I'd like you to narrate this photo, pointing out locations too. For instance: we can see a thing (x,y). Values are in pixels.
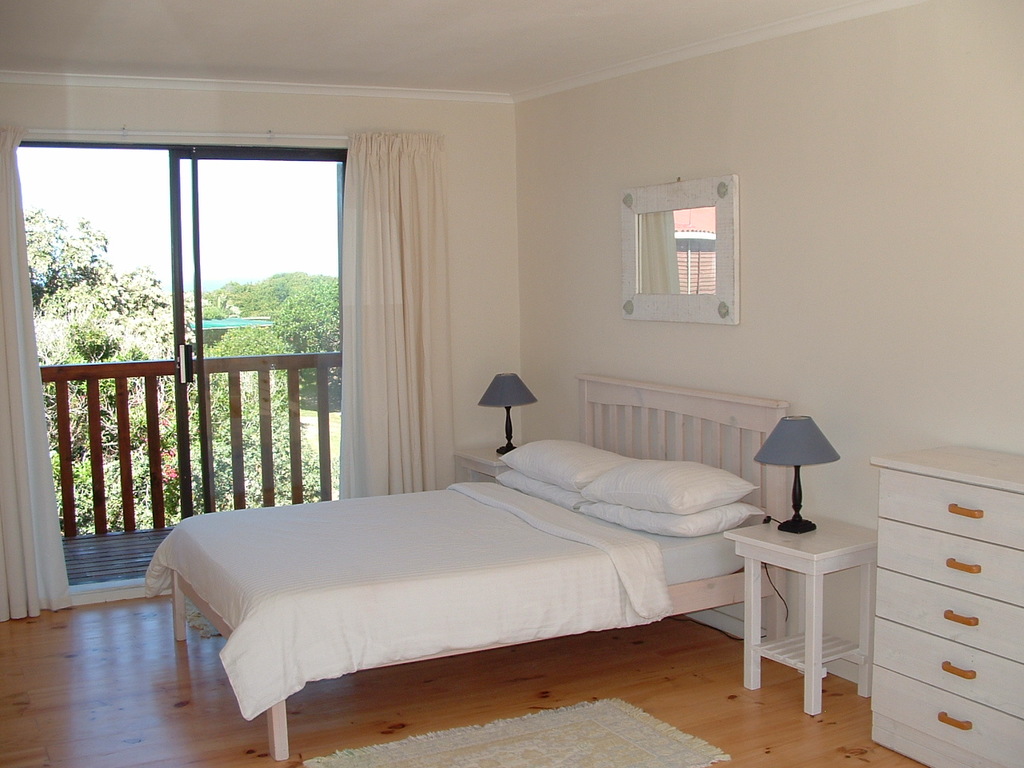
This image consists of a bedroom (422,562). In that there is a bed (642,520), cupboards (915,655), lights (506,420), mirror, curtain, trees (255,413). There is sky (126,235) at the top (282,197).
